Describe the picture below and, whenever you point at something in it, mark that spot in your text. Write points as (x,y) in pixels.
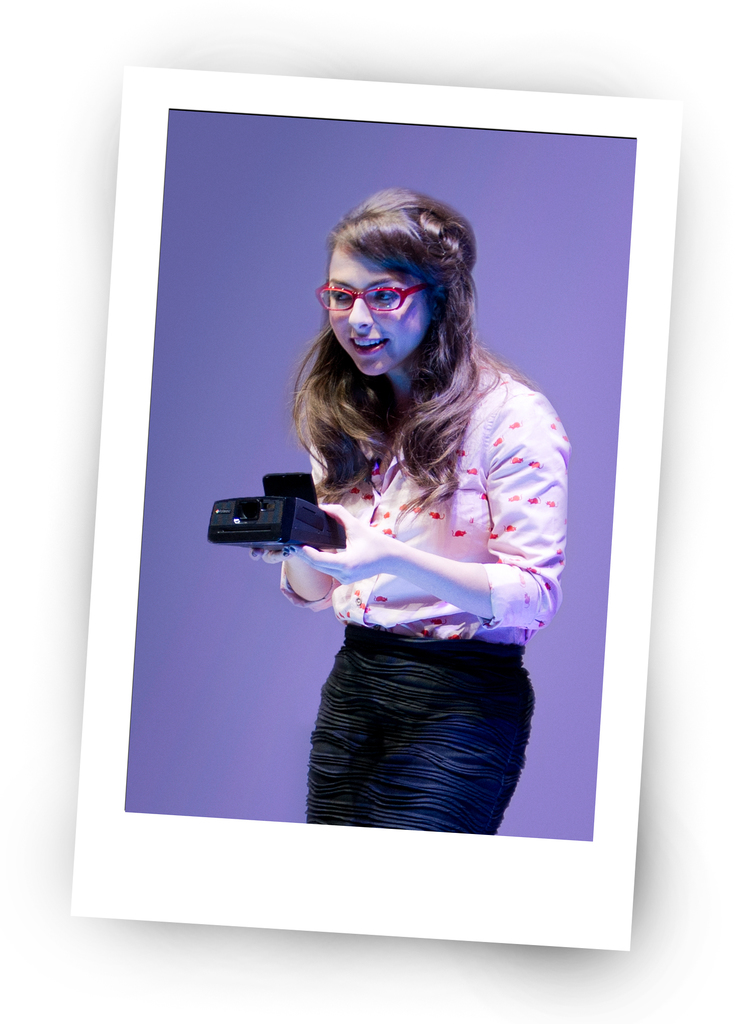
In this image we can see a photograph (417,742) of a lady (428,523). She is holding an object (315,544).
